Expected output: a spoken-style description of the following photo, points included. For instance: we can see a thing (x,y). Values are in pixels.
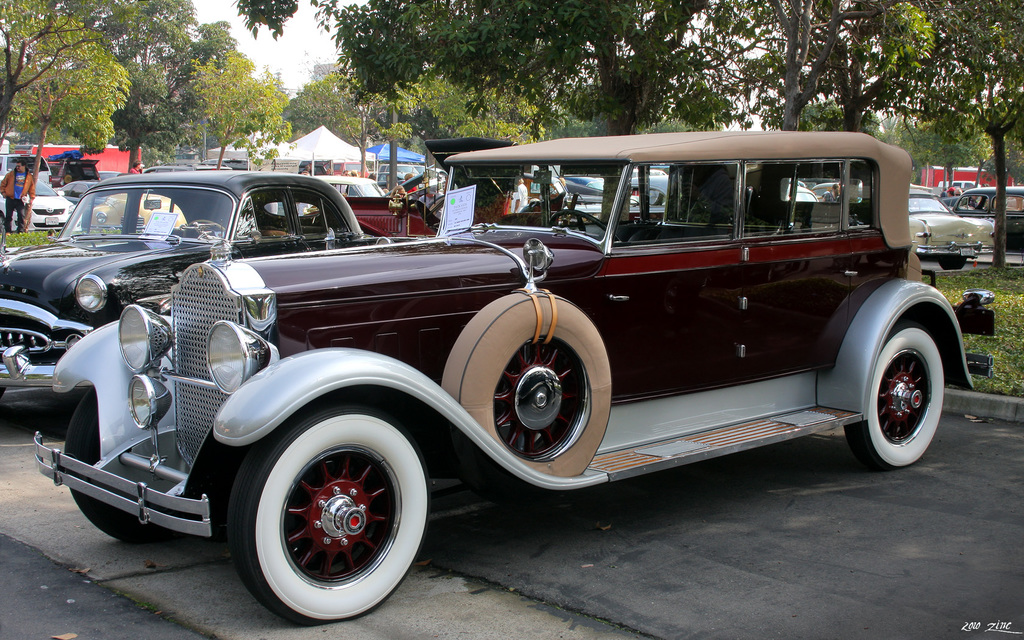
In the picture I can see vehicles (398,375) on the ground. In the background (268,97) I can see trees (191,121), the grass (23,244), people (308,165), the sky (327,52), fence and some other objects (297,157).
